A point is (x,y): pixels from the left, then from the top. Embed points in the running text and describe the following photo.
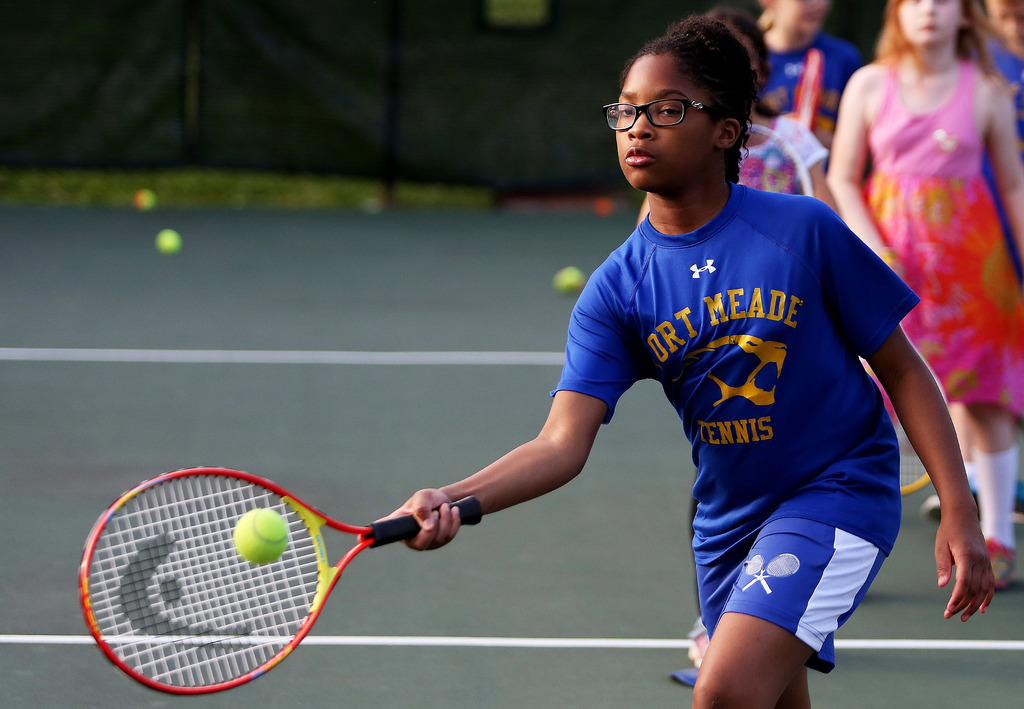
As we can see in the image there are five people (786,21). the girl (705,166) who is standing over here is wearing blue color shirt (742,328) and playing tennis game.
